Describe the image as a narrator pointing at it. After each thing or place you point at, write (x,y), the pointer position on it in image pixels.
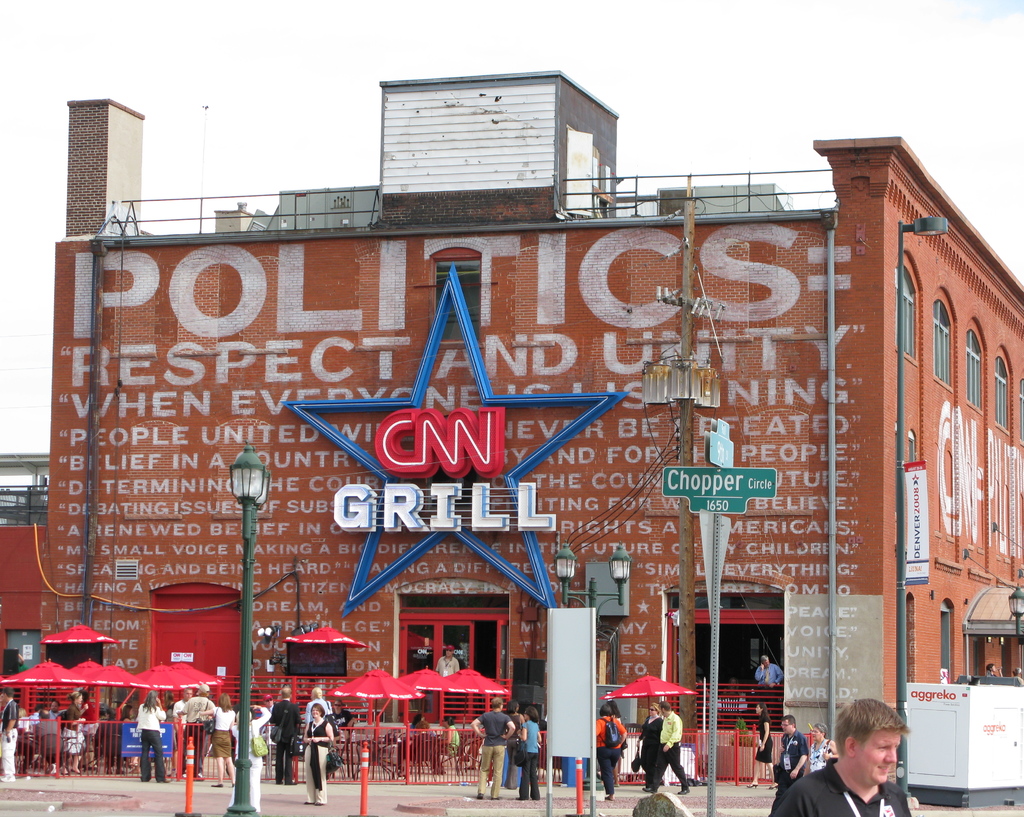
This is an outside view. At the bottom (854,785) there are many people (854,785) on the ground (395,793) and also I can see few poles (689,631). In the middle of the image (524,304) there is a building (298,434). On the building (356,343), I can see the text (217,363). On the right side (941,361) there are few windows (941,361) to the wall (851,368). In front of this building (257,680) there are few umbrellas (402,692). At the top of the image (388,54) I can see the sky (302,31).
